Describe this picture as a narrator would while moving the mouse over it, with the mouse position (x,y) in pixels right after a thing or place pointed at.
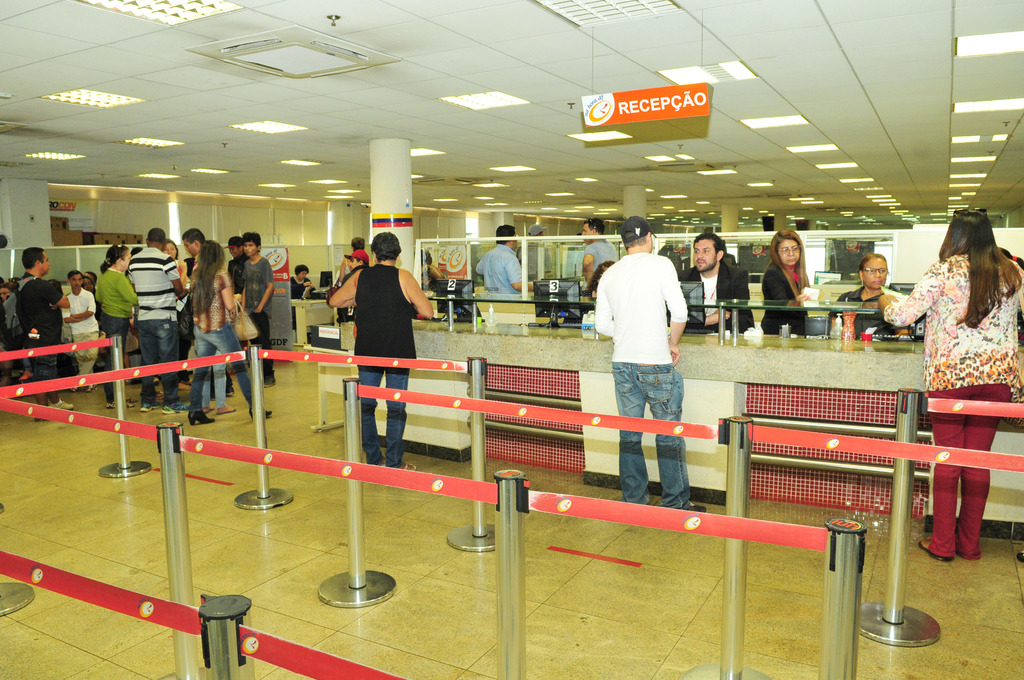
In this image on the right (978,318) there is a woman (964,304), she wears a jacket (983,355), trouser (963,520). In the middle (651,310) there is a man (683,309), he wears a white t shirt (652,330), trouser (666,399), shoes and cap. On the left (258,292) there are many people (266,341). At the bottom (499,601) there is a rope fencing (306,472). In the background (38,206) there are many people (353,311), systems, posters (661,106), pillars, lights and roof (248,158).
